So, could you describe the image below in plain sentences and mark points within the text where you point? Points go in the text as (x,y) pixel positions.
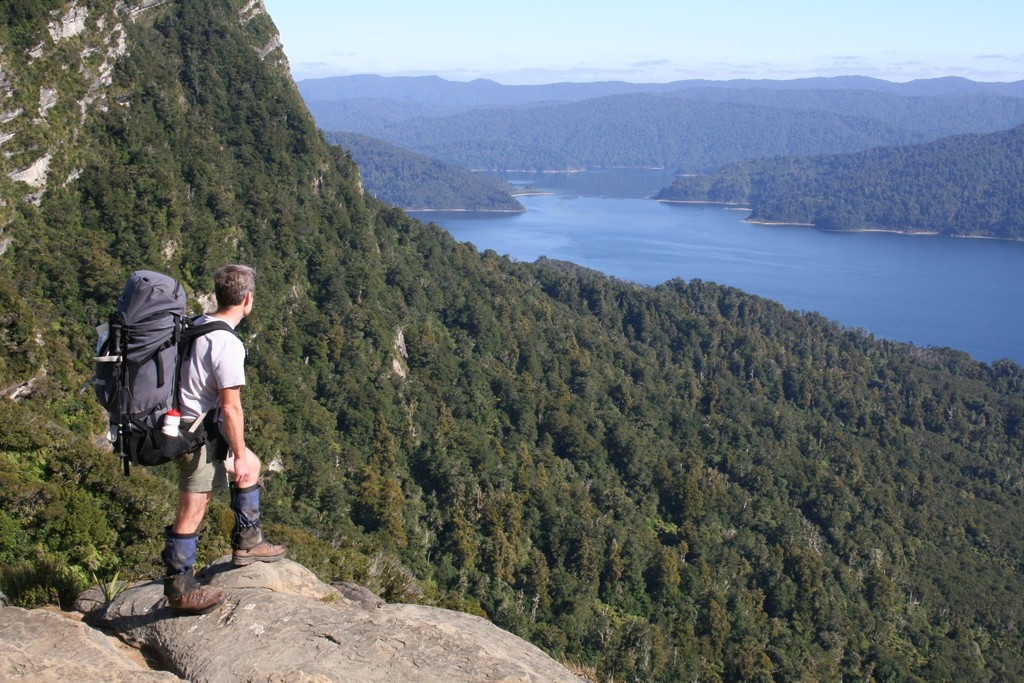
In a given image we can see a man (184,411) standing with bag (163,407) on his back (205,364), he is wearing shoes (192,592). There are many trees (497,324) and a river (758,252).
